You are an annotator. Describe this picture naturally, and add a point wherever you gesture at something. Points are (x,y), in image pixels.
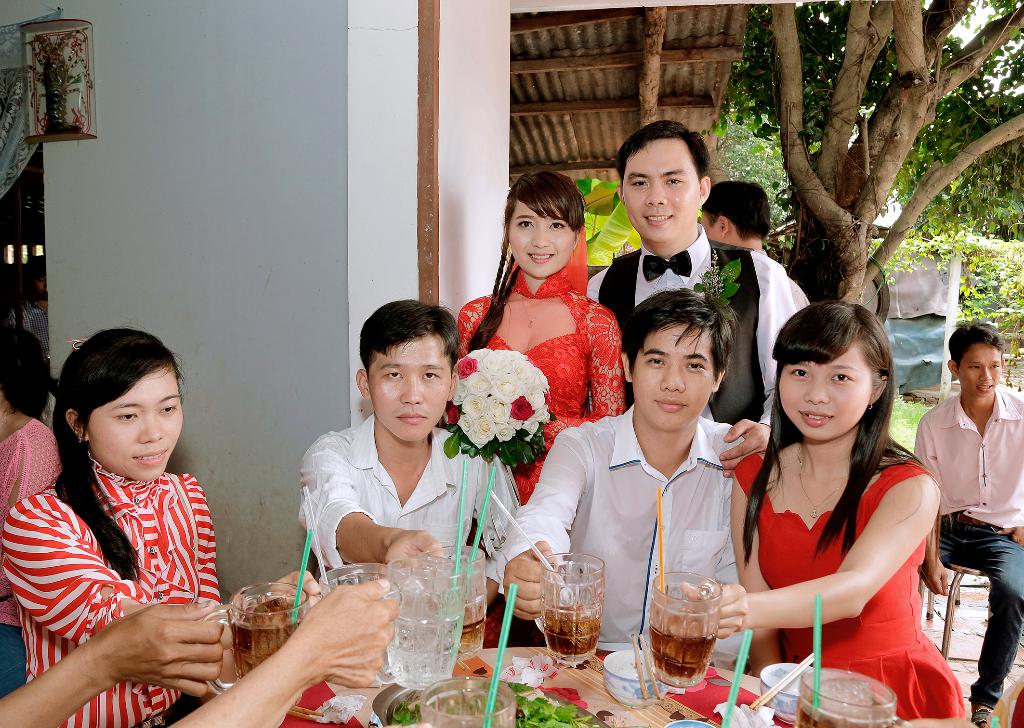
In this image I can see there are few persons (754,444) visible in front of the table (597,707) and some persons (429,510) holding glasses (562,577), glasses (684,580) contain drink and straws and on table (636,676) I can see glass (474,680), leaves (569,706) and bowls (618,682) and I can see two persons (534,299) and they both are smiling and a woman (573,345) wearing a red color dress (553,360), holding a flower bouquet (461,402) and I can see a person (45,328) and the wall (67,182) and curtain (6,153) visible on left side (198,122) and I can see a person (950,443) sitting on chair (975,577) and his smiling and trees (893,171) and creepers (1002,252) visible on the right side (986,246).
